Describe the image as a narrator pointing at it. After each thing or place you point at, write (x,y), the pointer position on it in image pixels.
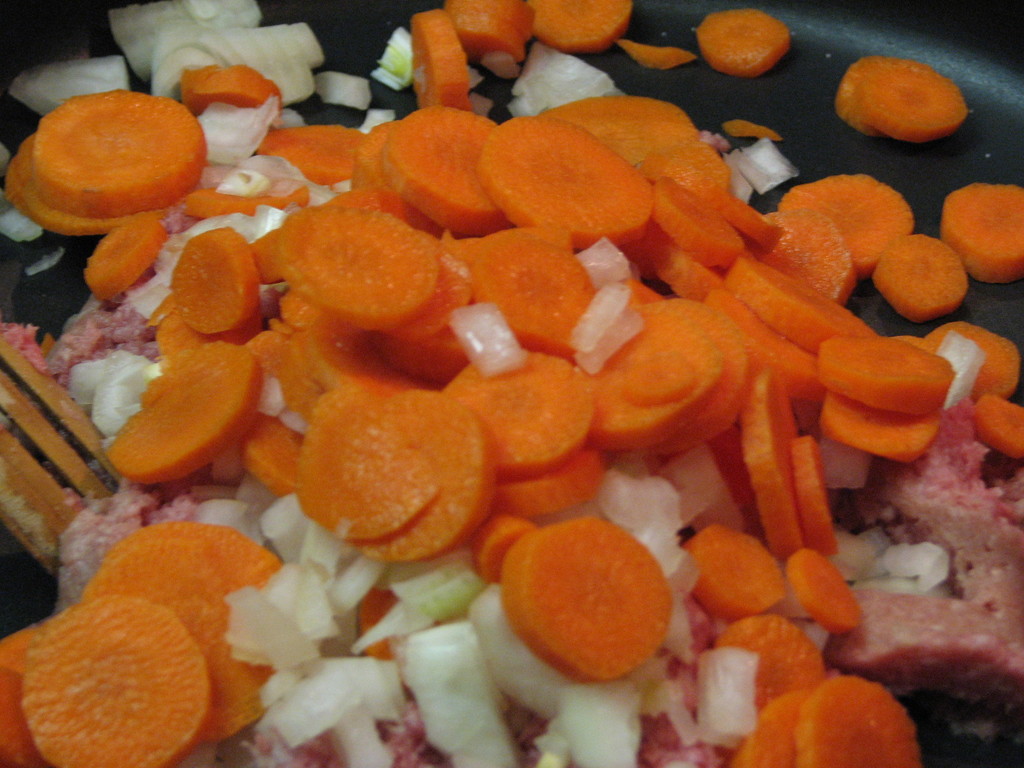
In this image there is one pan (1001,316) and in that pan (334,13) there are some carrots (438,310), onions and some meat (92,520) and one spatula (54,511).
